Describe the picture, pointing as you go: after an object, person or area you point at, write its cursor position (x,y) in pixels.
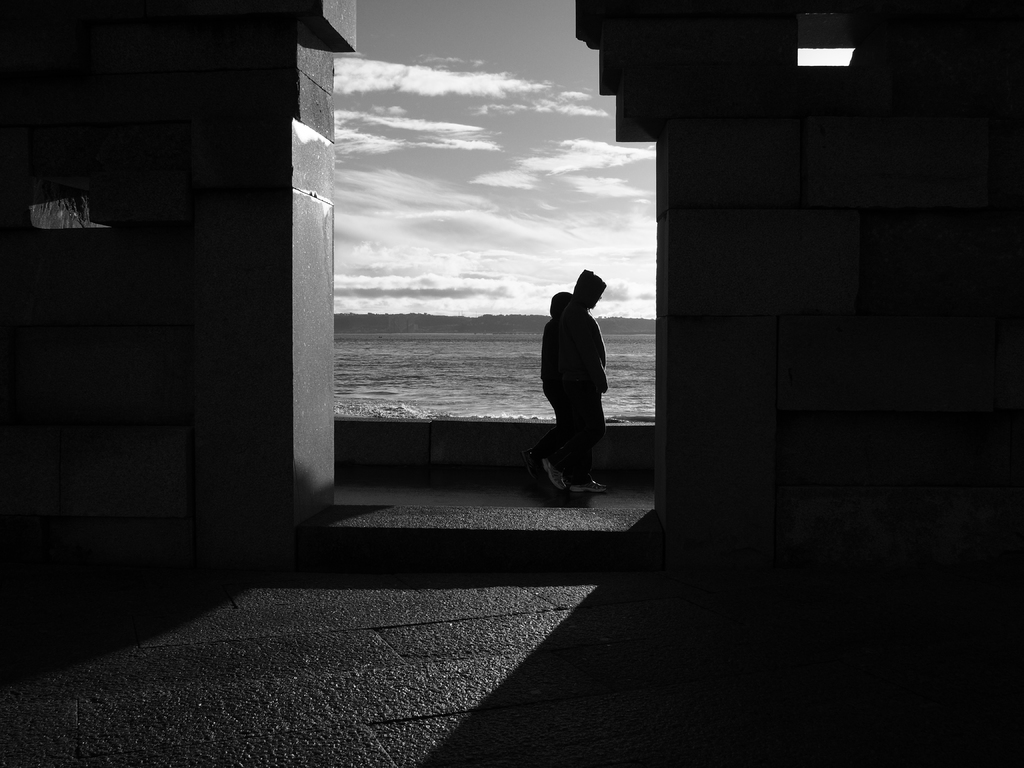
This image is a black and white image. At the bottom of the image (349,672) there is a floor (357,602). In the middle of the image (547,384) two people (558,322) are walking on the floor (555,506). At the top of the image (412,75) there is the sky (423,187) with clouds (459,227). In the background (447,376) there is a river (413,351) with water (468,360). On the left (230,377) and right sides of the image there are two walls (713,199).
